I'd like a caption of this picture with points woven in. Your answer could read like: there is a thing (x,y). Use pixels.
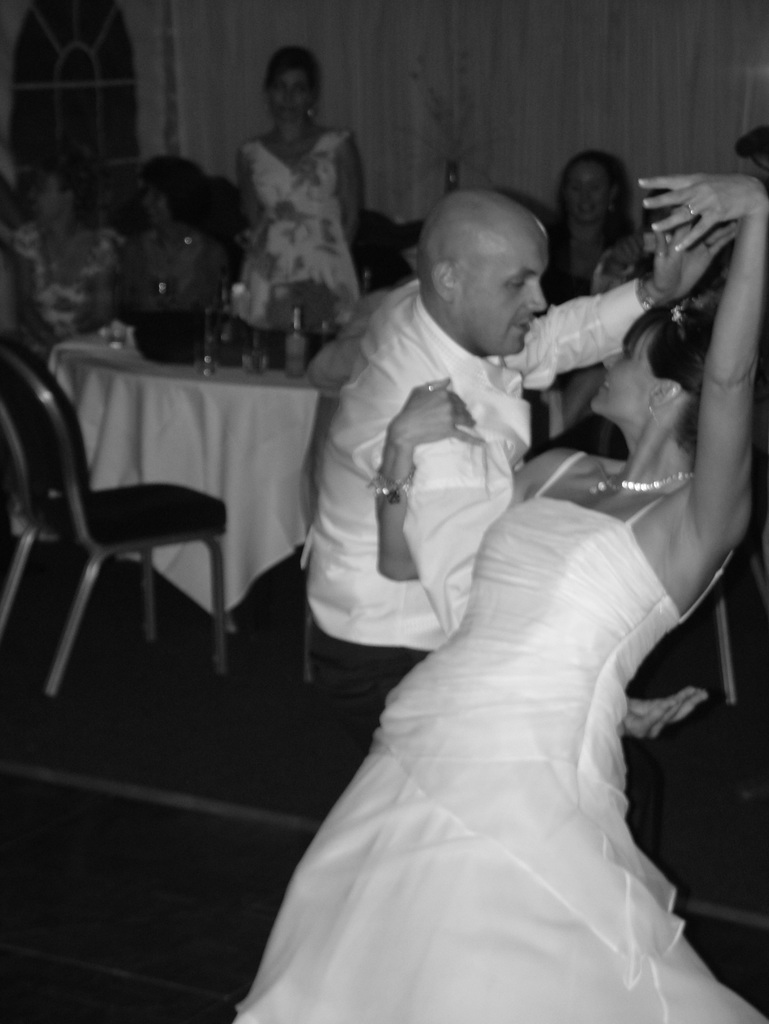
In this picture, we see man (491,327) in white dress (414,347) and woman (590,531) in white dress (408,737) are dancing. Behind them, we see a table (233,382) on which glass bottle (297,339) and glass (209,360) are placed and there, we see two women (171,233) sitting on chair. Behind them, we see a white wall (397,104).
